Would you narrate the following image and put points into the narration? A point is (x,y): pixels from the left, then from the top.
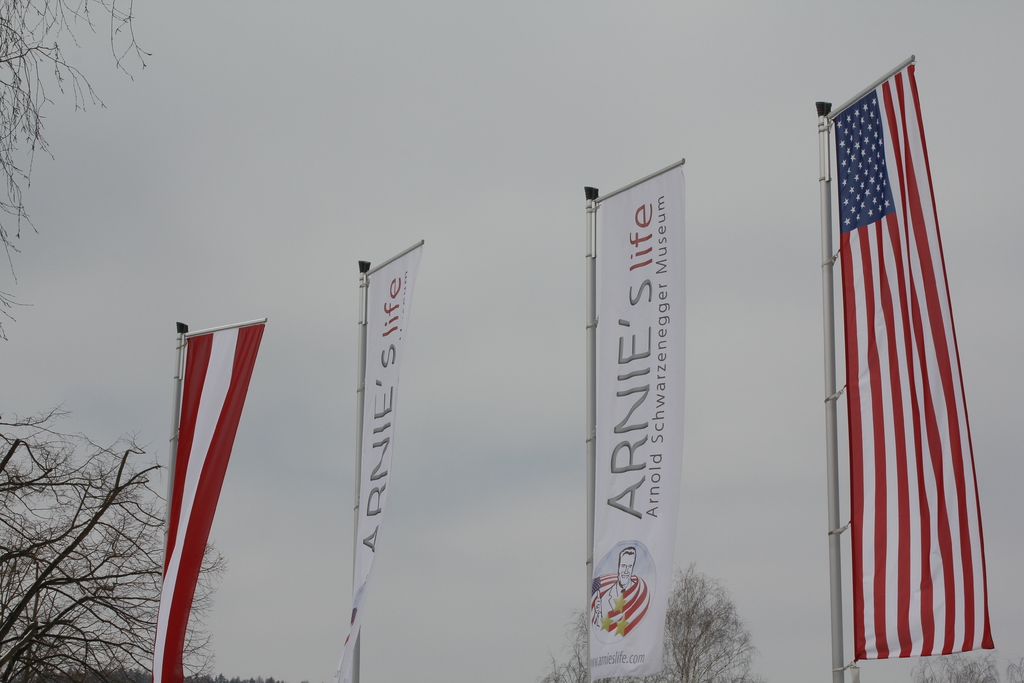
In the picture we can see four long flags (970,580) to the poles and beside it, we can see some dried trees (126,486) and behind the flags (906,599) also we can see some tree (718,636) which is dried and in the background (451,382) we can see a sky (451,382) with clouds (511,411).
